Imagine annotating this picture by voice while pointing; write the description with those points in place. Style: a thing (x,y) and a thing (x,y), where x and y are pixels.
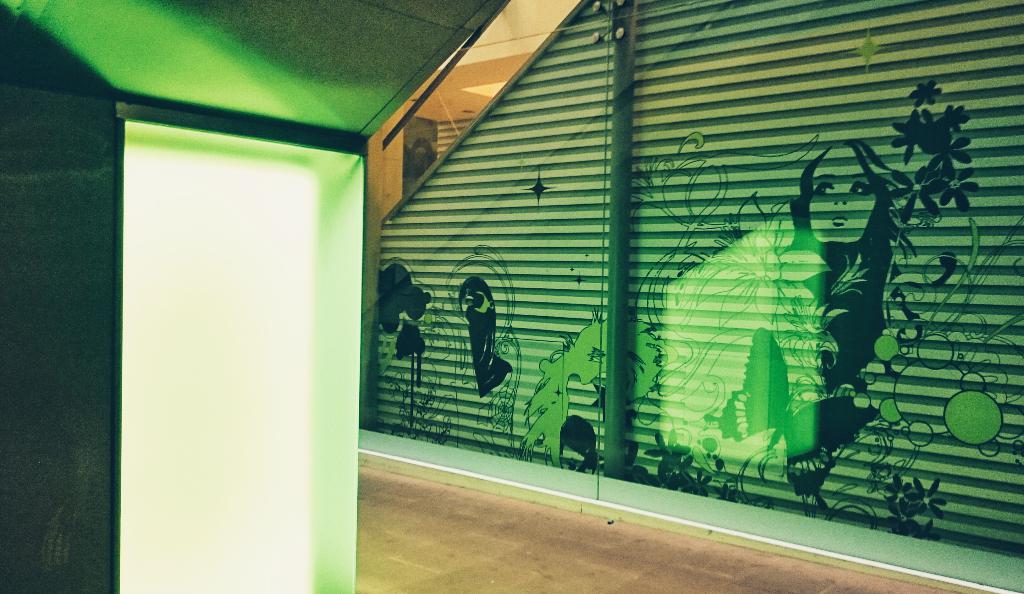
In this picture we can see a painting (636,211) on the wall (472,176), and we can find a glass (562,48).
